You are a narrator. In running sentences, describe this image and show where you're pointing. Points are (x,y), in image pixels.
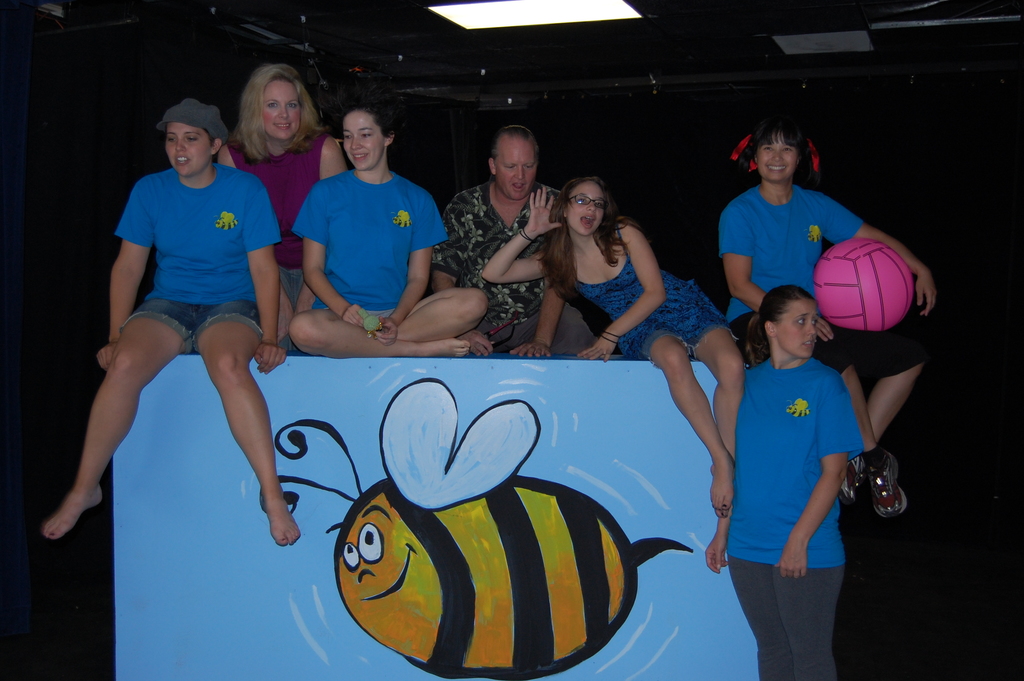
Here we can see a few women (869,457) who are sitting on a table (496,364) and some of them are smiling. There is a woman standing on the right side (775,659) and she is looking at somewhere.
